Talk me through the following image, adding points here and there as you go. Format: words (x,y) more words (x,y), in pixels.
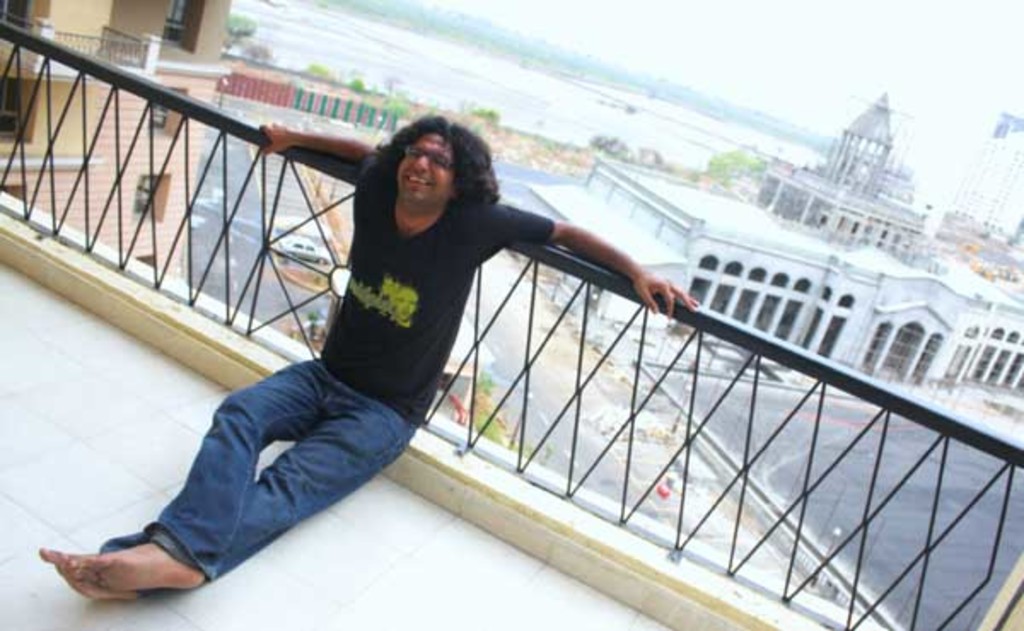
In this image I can see a man (198,463) in the front (508,240) and I can see he is wearing blue colour jeans (244,494), black colour t shirt (360,302) and a specs (414,162). Behind him I can see railing (484,454), few buildings (618,205), few trees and a car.
